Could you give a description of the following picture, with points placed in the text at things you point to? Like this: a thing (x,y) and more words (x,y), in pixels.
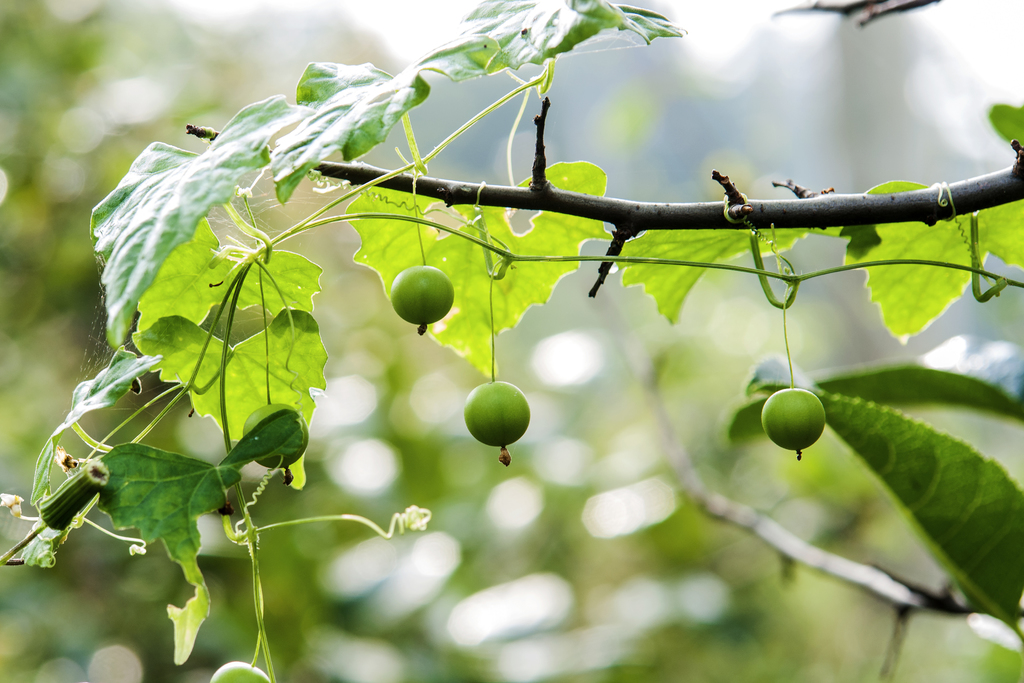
In the center of the image (678,252), we can see a vine plant (600,186) along with its fruits (488,434).
